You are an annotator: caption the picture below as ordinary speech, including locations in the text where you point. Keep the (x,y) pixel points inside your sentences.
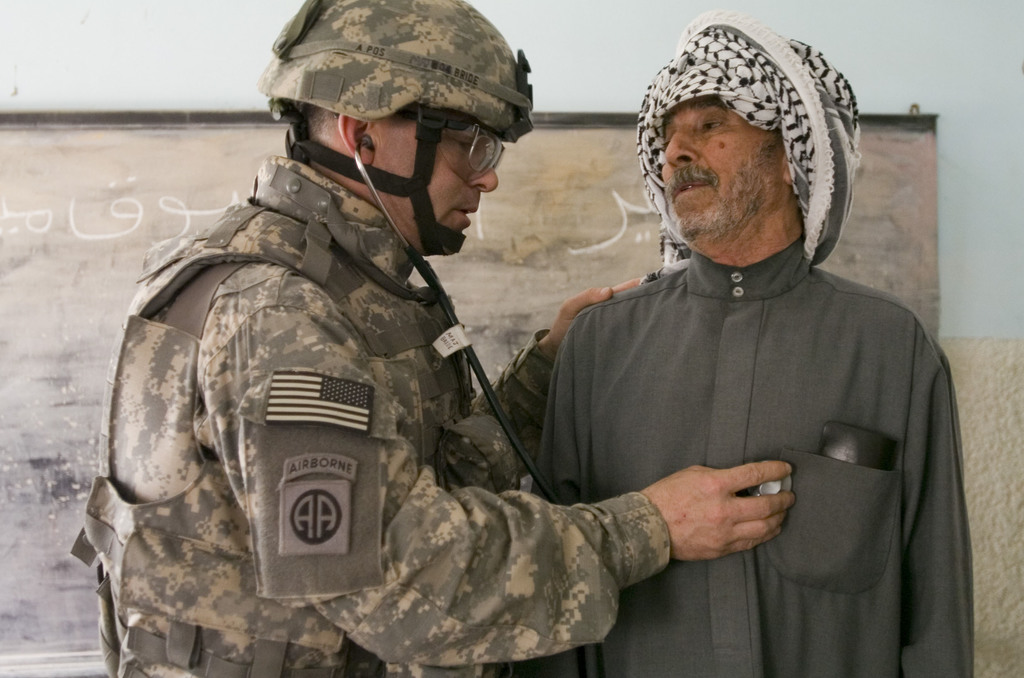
In this image we can see two persons (353,217), a person (503,383) is holding a stethoscope (380,204) and there is a board (113,274) to the wall (48,71) in the background (203,217).
